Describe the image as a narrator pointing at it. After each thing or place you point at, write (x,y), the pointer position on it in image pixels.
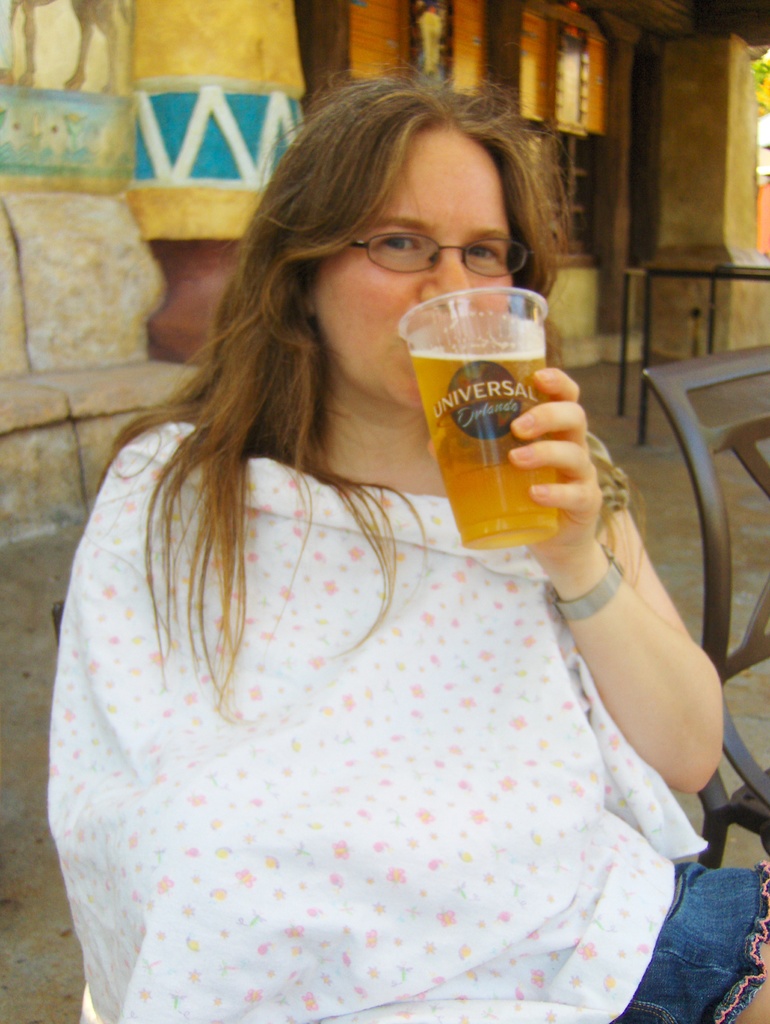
This woman (360,701) wore white dress (354,656), spectacles (424,241) and drinking beer (487,491) from this glass (462,409). At background (518,44) there is a building (303,56) with window (567,80). Beside this woman (562,476) there is a chair (721,566).
